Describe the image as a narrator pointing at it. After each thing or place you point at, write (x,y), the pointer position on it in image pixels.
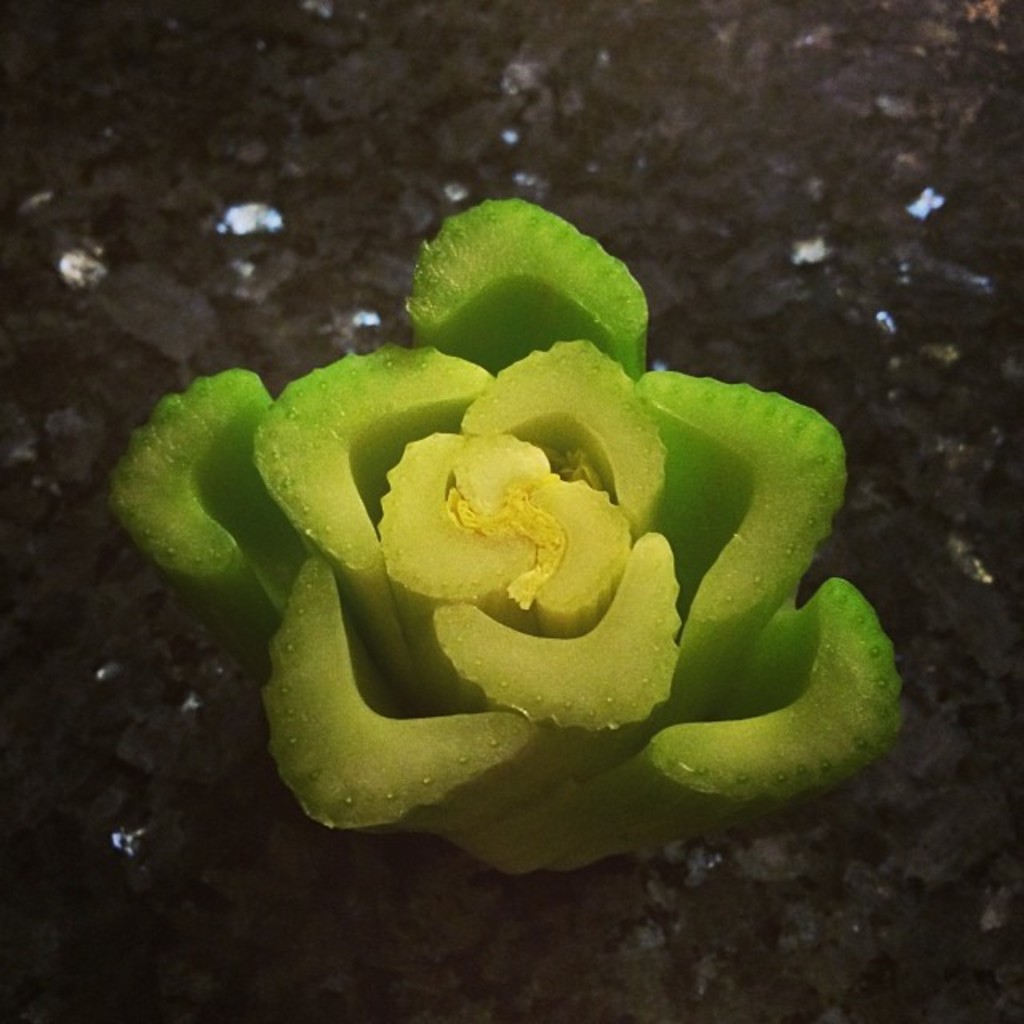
In this image we can see a vegetable (419,578) arranged like a flower (496,472) and which is on the ground (159,278).
